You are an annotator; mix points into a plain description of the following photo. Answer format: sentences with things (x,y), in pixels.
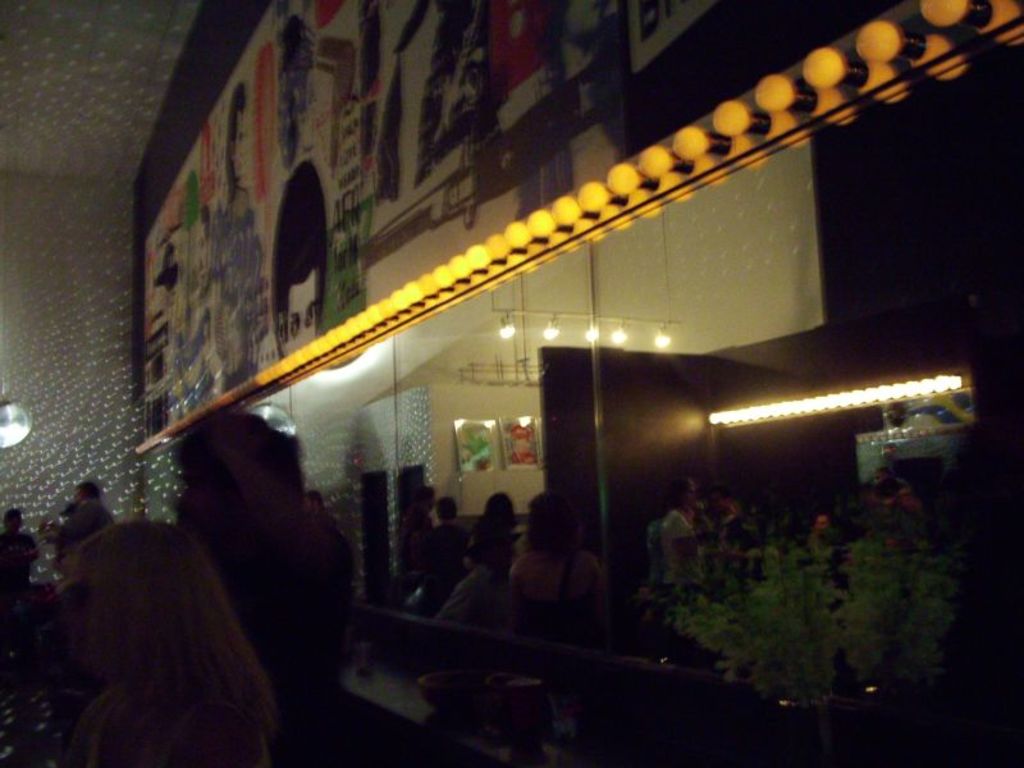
This picture is taken inside the room (451,491). In this image, on the right side (843,666), we can see a plant (872,593), mirror (876,456). In the mirror (610,629), we can see a group of people (716,498) and a light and a painting (425,159) which is attached to a wall (653,235) and a few lights (567,219). On the left side (10,515), we can see a group of people (161,742). In the background (75,405), we can see a light (871,403), wall (51,344). At the top (151,50), we can see the roof (153,53).
